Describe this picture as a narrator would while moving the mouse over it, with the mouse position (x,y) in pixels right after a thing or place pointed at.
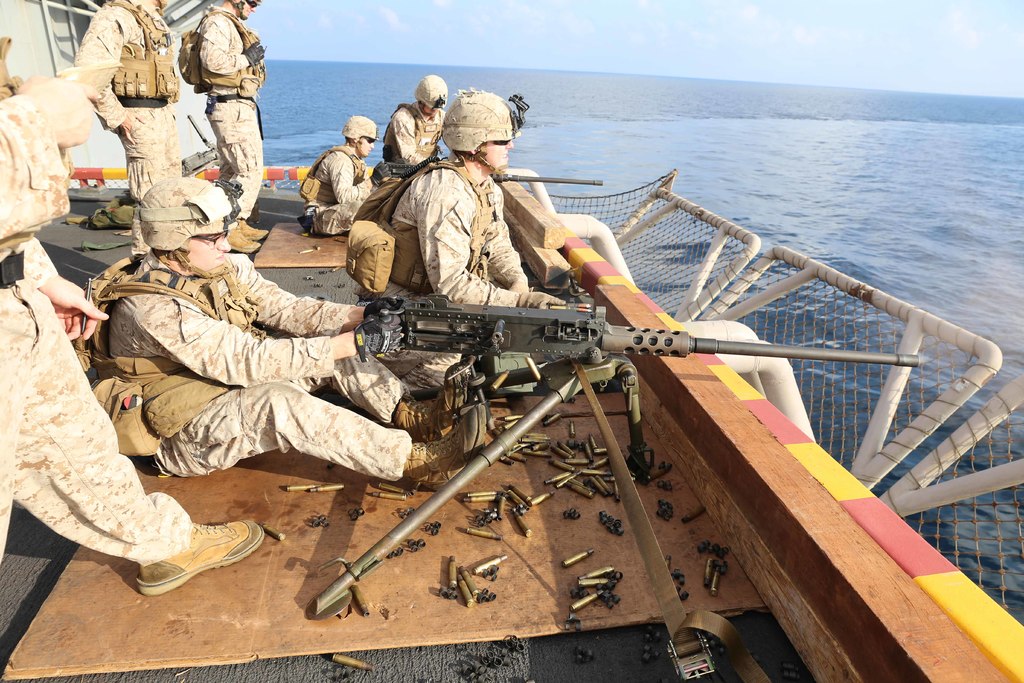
In this image, we can see people (236,84) on the vehicle (53,61) and are wearing uniforms (323,368), bags (368,238) and helmets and some are holding guns (440,336) and we can see bullets (358,595) and wooden boards (455,497) and there are rods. At the top (802,54), there is sky (852,42) and in the background (867,174), there is water (866,203).
